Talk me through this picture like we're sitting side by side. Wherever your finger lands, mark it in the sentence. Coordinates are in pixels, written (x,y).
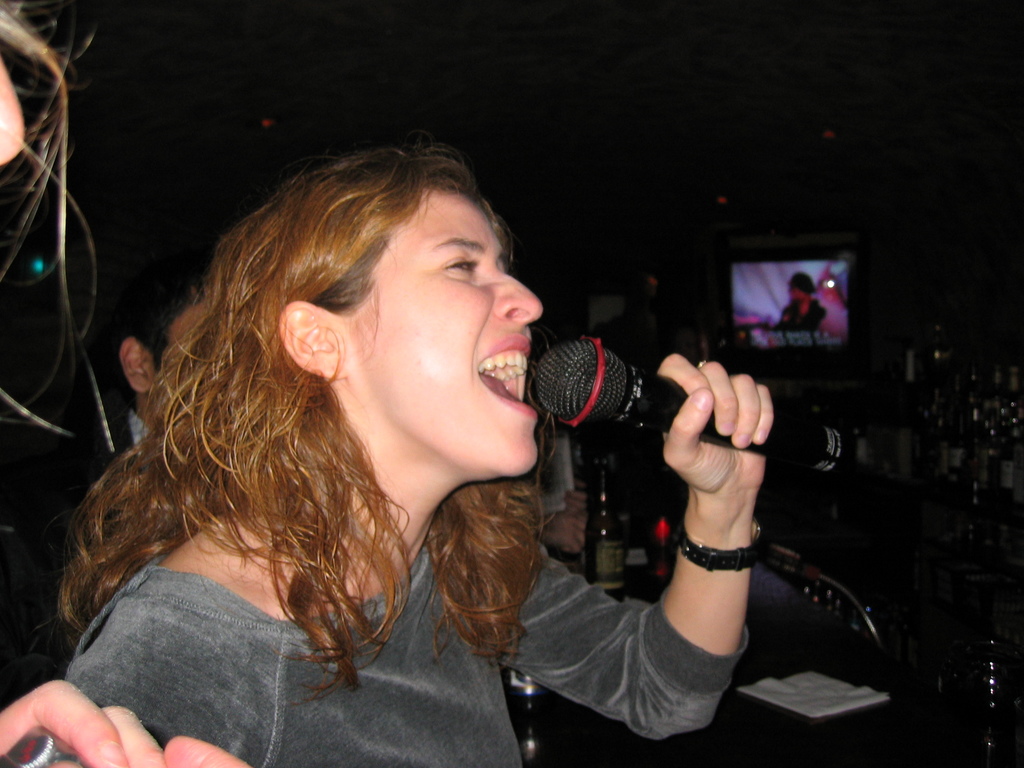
In this picture we can see couple of people (237,389), the woman (298,439) is singing with the help of microphone (629,417), in front of her we can see a bottle (605,503) also we can see a television (797,308).
